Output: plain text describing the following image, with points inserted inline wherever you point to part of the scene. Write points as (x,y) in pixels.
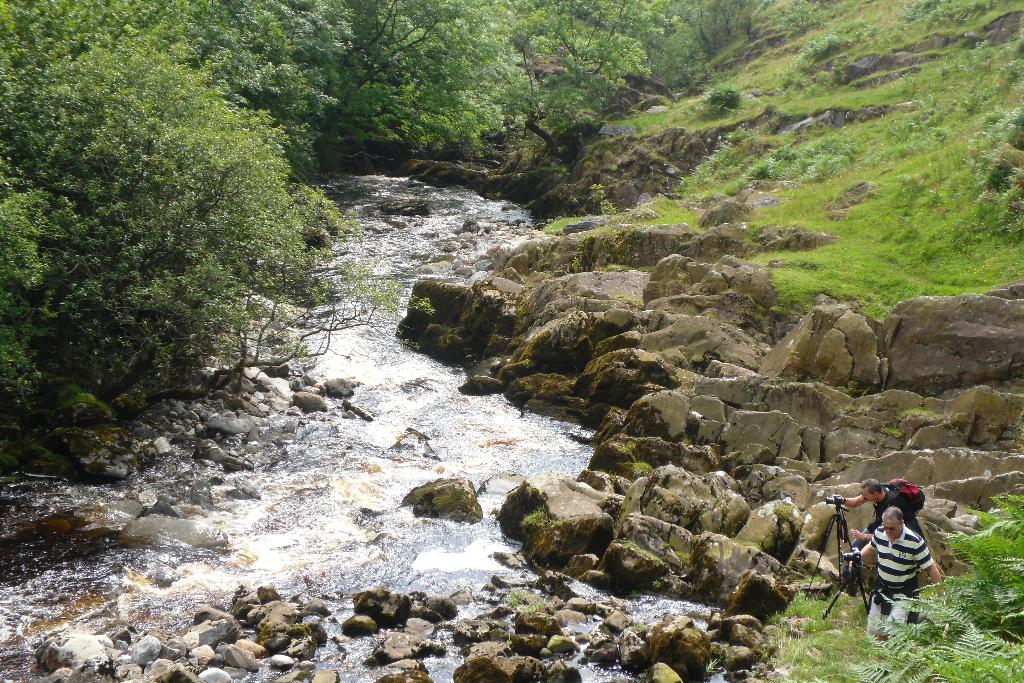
This image we can see a river (375,489) is flowing. To the left side of the image (303,184) trees (248,109) are present. Right side (903,250) mountain (835,251) with grass (900,190) is there. To the bottom right of the image (900,570) two persons (900,561) are standing, by holding cameras (852,568) in their hand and clicking pictures.
